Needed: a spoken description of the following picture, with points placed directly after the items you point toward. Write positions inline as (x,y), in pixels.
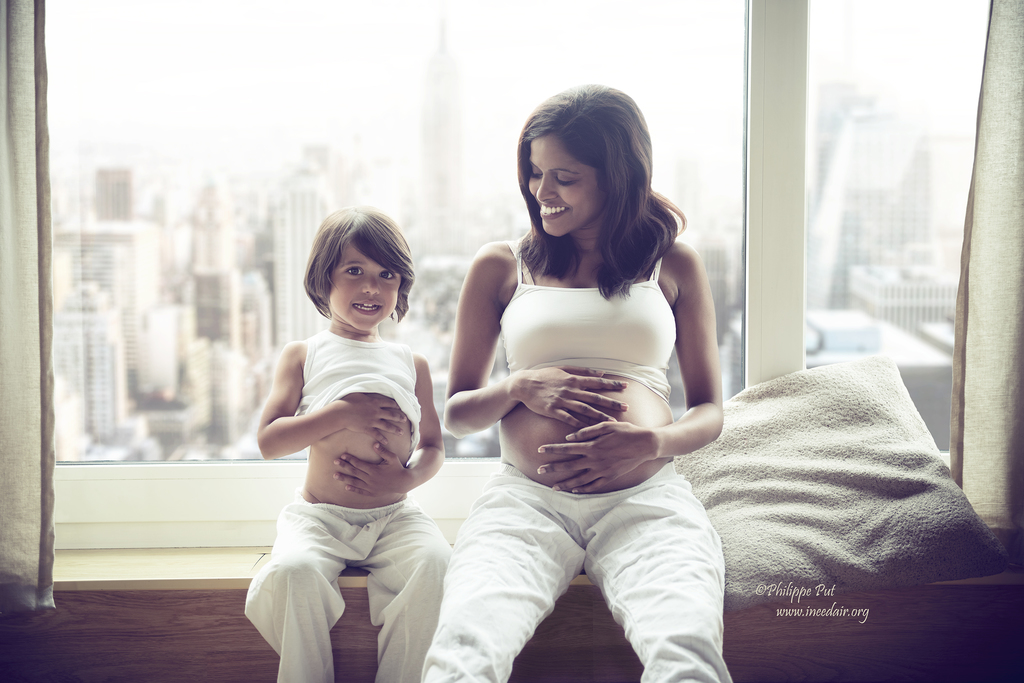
In this image, we can see people (434,438) sitting on the stand (140,559) and are smiling and we can see a pillow (848,476). In the background (168,180), there are curtains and there is a window (690,179), through the glass (277,185) we can see buildings (408,228). At the bottom (794,595), there is some text (776,590).
